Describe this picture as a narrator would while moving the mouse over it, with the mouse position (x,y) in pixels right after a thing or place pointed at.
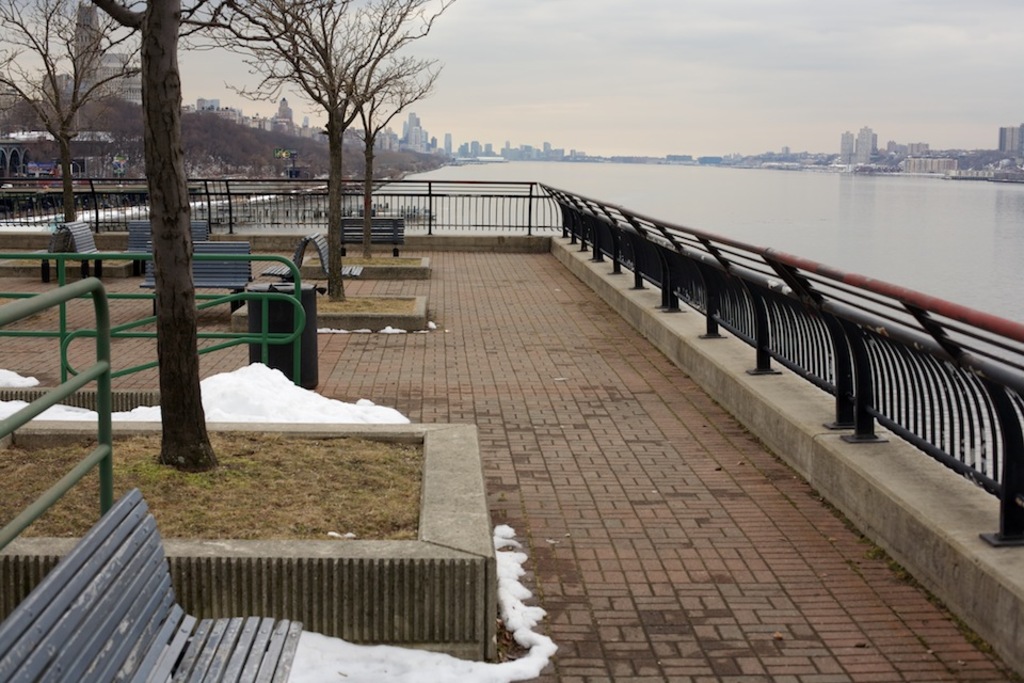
In this image we can see trees (257,54), benches (199,249), iron railing (779,341), water (882,259) and in the background (699,106) there are buildings (361,139) and sky (584,70).
